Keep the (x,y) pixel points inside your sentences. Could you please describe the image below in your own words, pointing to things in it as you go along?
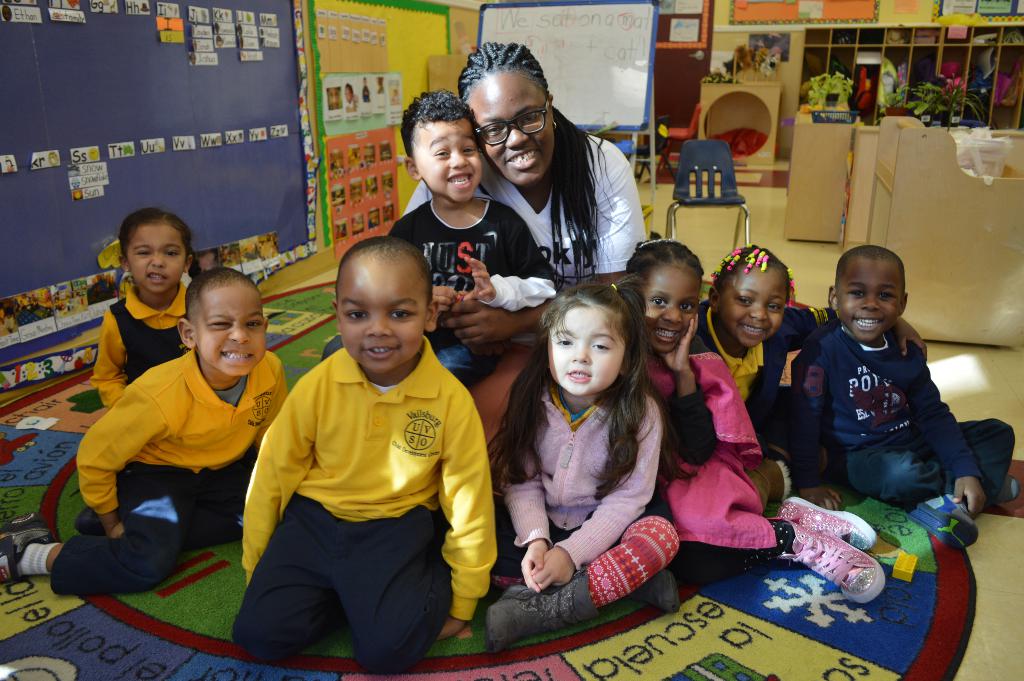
In this image we can see a woman (585,192) and children (324,377) are sitting on the carpet (850,656). In the background (22,215), we can see boards (538,53), charts (342,119), chair (679,190) and furniture (904,205). We can see plants (842,93) and shelves (821,71) in the right top of the image (956,54).
